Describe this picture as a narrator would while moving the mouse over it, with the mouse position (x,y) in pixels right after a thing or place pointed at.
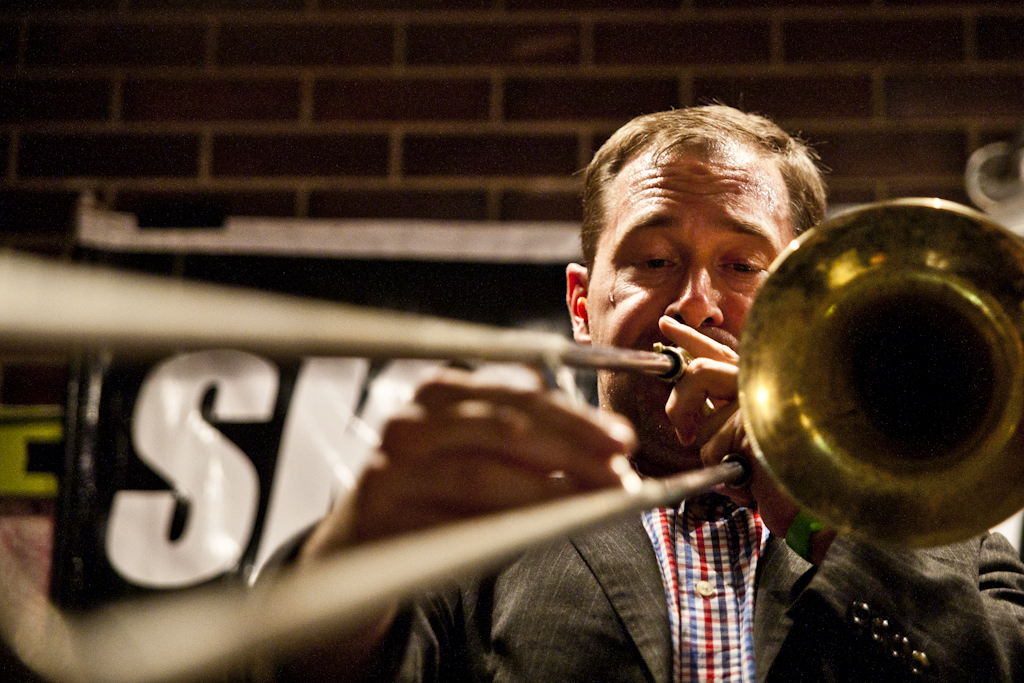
In this image there is one man (663,199) who is holding a musical instrument (763,389) and playing. In the background (95,404) there is a wall (804,124) and some posters (255,394), on the poster (305,394) there is text (335,370).
